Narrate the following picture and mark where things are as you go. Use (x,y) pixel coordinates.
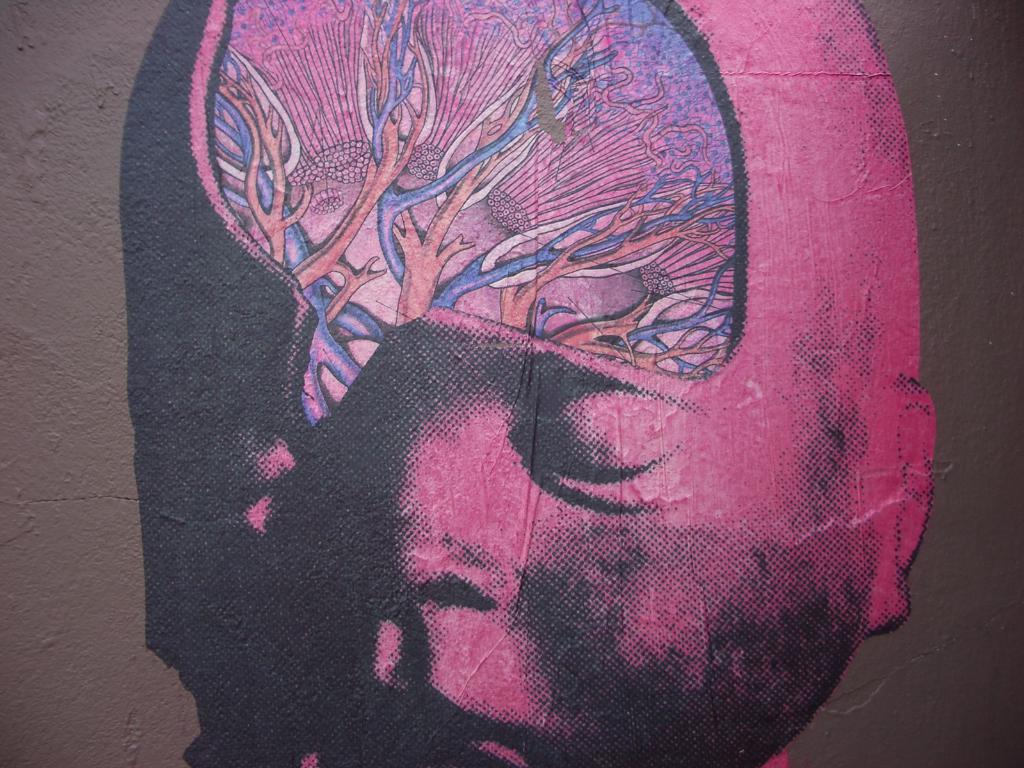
In this picture we can see painting (354,280) on the wall (988,71).
